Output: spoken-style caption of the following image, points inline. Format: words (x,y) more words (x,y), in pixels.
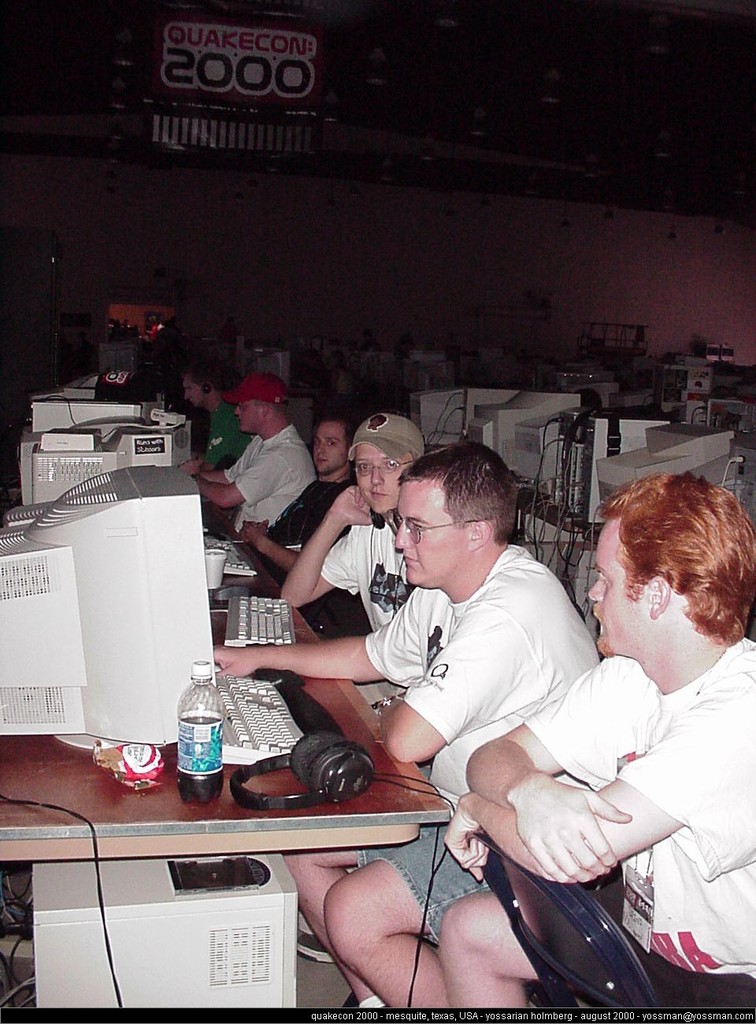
In this picture there is a man (653,820) who is wearing t-shirt (732,893), short (680,995) and sitting near to the chair (638,979). Beside him we can see another man (445,553) who is looking on the computer screen (169,740). Here we can see another man (402,424) who is wearing cap (386,428), spectacle (388,468) and t-shirt (374,587). He is sitting near to the table (221,624). On the table (264,589) we can see computer screens (174,618), keyboards (229,629), water bottle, headphones (333,749), tea cups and plastic covers (153,766). On the bottom left corner (244,945) there is a CPU (119,937). On the bottom (302,1021) we can see a watermark (351,1010). On the right (749,412) background we can see many computer screens (527,423). On the top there is a board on the wall (343,202). Here we can see door (152,305).
